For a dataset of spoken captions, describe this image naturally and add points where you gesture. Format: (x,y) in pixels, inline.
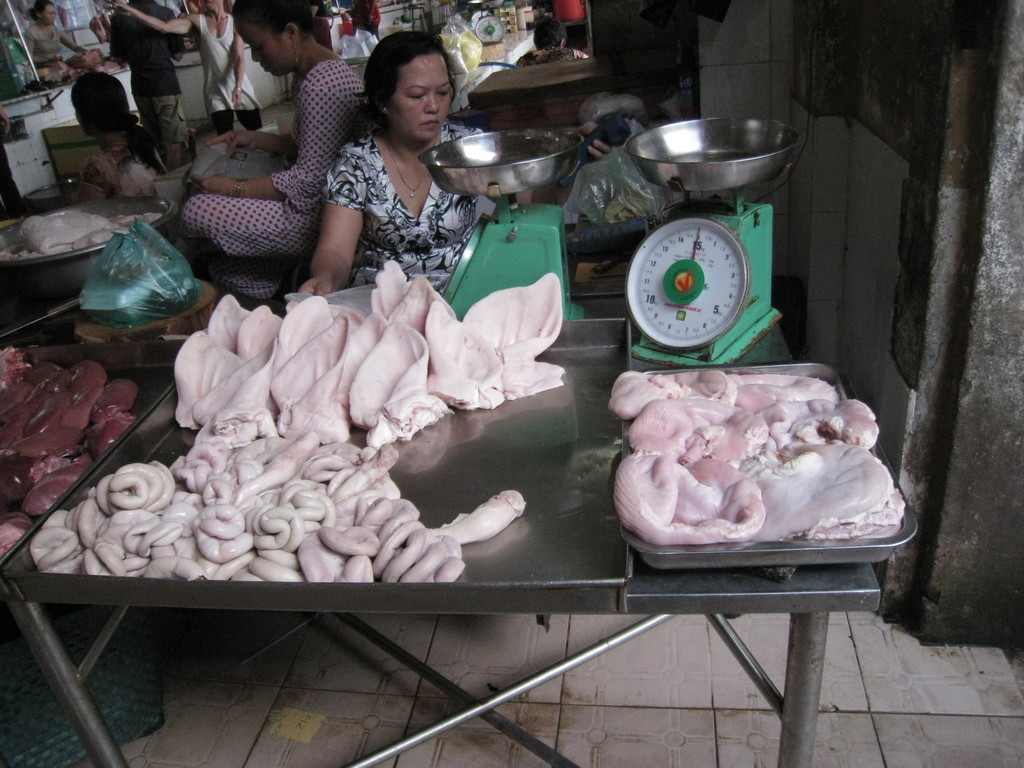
In the picture we can see a woman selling the meat (793,445) sitting behind the table (96,738) and in front of her we can see the meat (88,561) placed on the tables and behind her also we can see a woman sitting and selling the meat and in the background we can see some people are standing and walking.
